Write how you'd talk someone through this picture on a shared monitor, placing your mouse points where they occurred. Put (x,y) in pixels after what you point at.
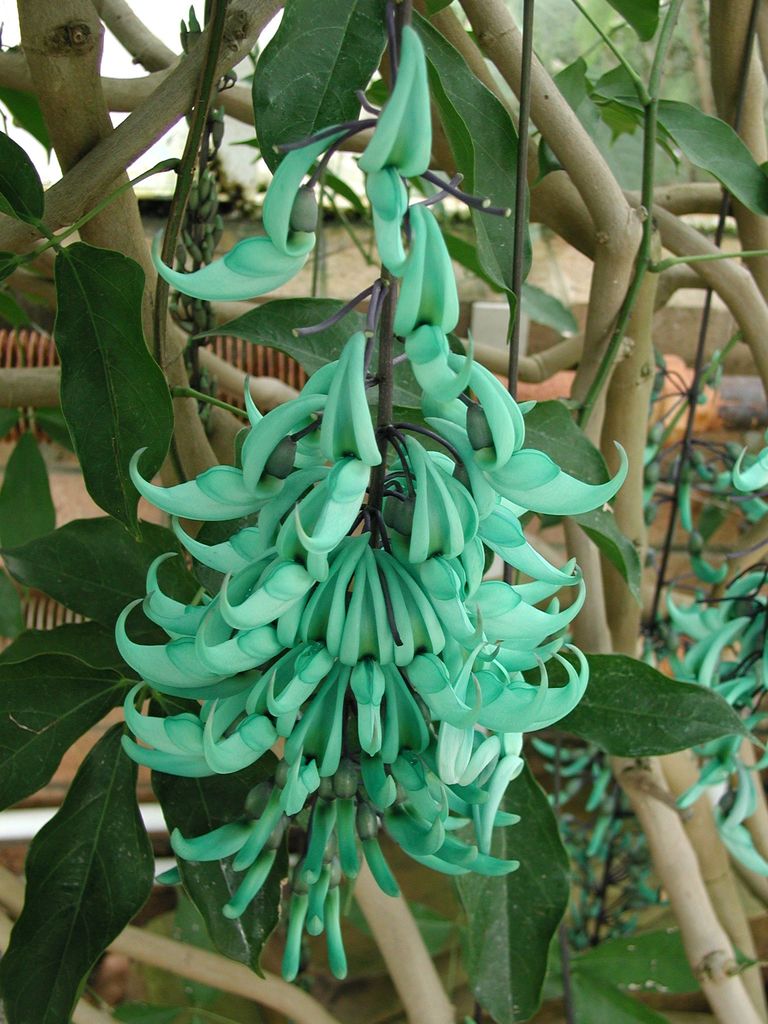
In this image we can see a plant (343,585), it is in green color, there are the leaves (43,500).
